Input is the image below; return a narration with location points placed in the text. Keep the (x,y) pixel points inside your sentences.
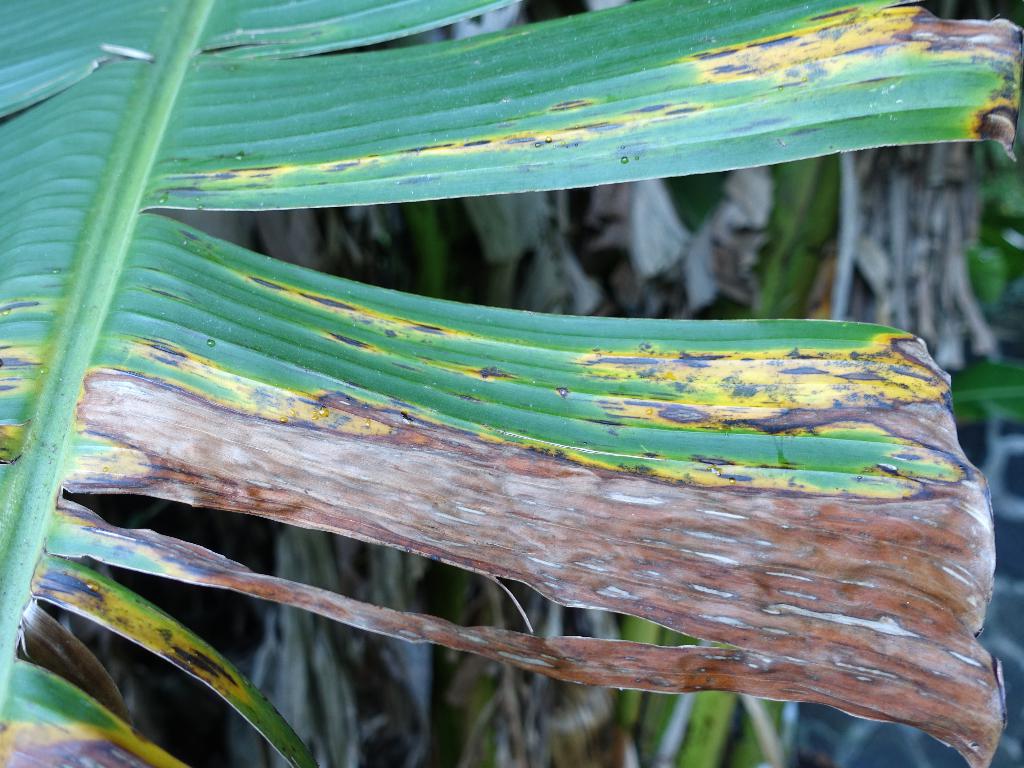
In this picture, we can see a diseased leaf (729,524), and we can see the blurred background (555,260) with some plants (683,316).
